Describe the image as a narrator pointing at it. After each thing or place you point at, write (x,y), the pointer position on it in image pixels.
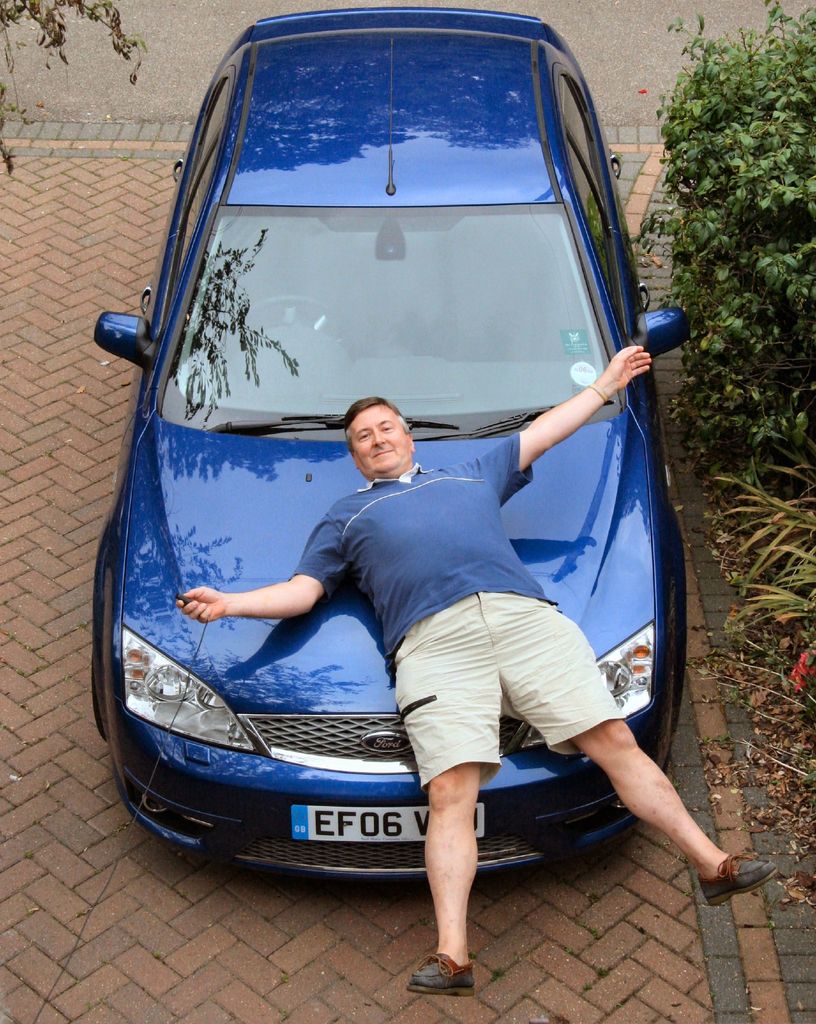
In this image I see a blue color car (352,244) and I see a man (379,523) who is wearing blue t-shirt (336,543) and white shorts (467,642) and I see that he is lying on this car (392,870) and I see the number plate (375,817) over here and I see the path (23,232) and I see few plants (810,468) and I see the leaves (116,19) on the stems (35,6) over here.
